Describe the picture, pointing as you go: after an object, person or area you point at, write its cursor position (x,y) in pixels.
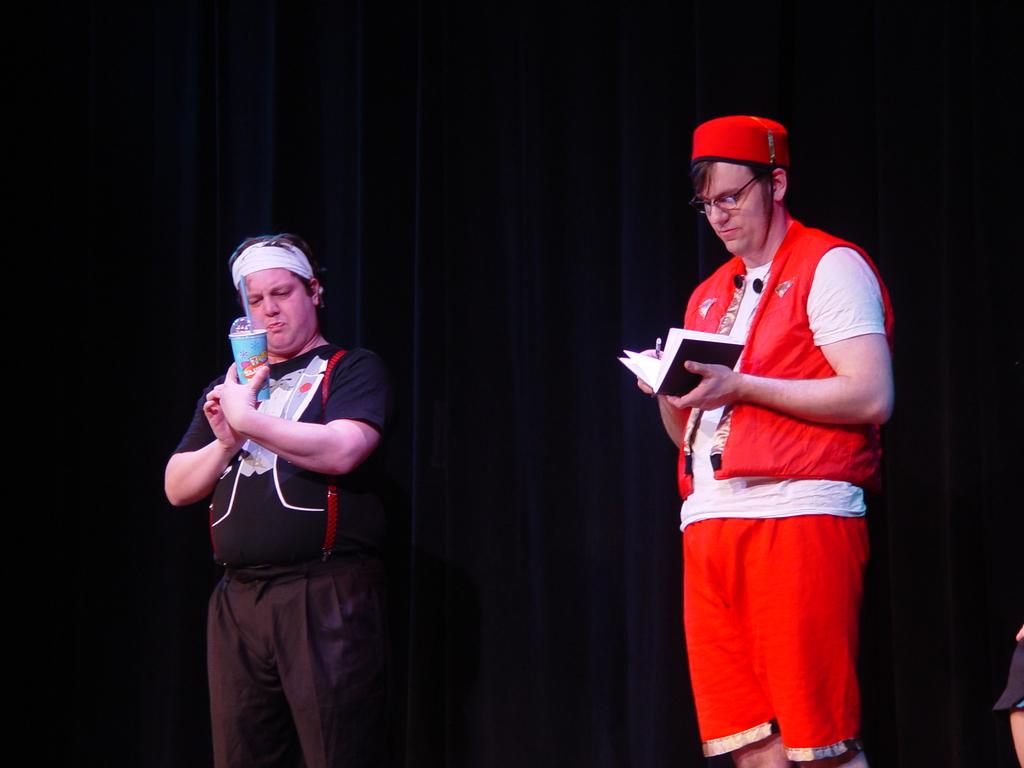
In this image two persons (302,518) are standing. The person (774,482) in the right (772,353) is holding a book (680,362) and pen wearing red dress (808,427) and cap (765,158). The person (328,446) in the left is holding a glass (241,340) wearing black dress (323,689). In the background (456,79) there are curtains (1002,742).
